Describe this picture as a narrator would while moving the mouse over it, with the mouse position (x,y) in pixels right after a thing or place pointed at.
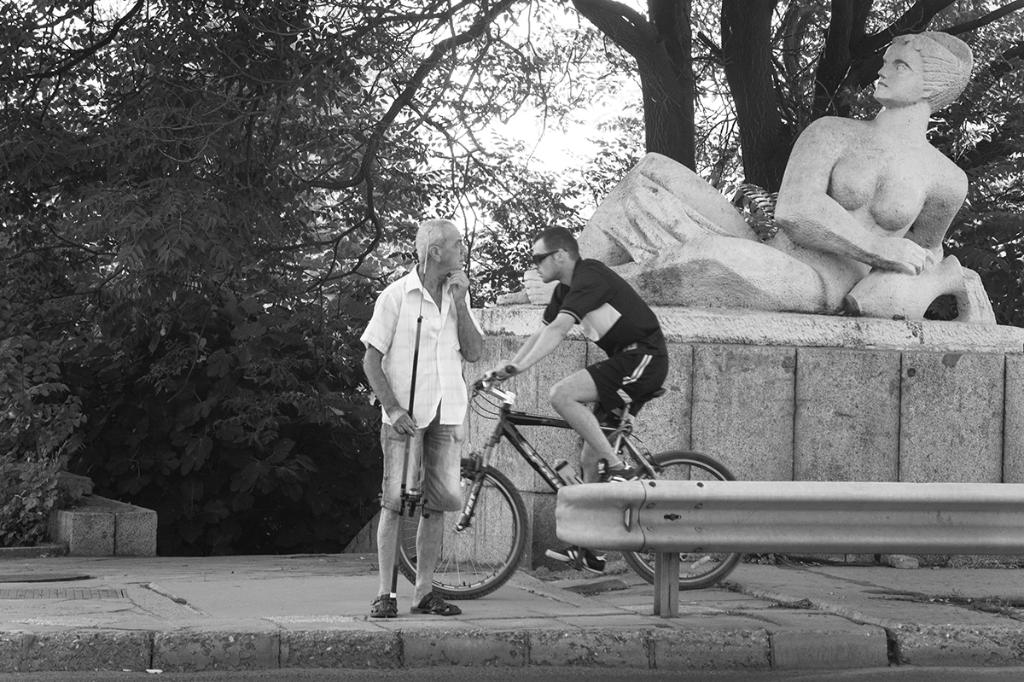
In this image i can see a statue (827,291), a man (436,410) and another man (549,308) is riding a bicycle (536,465).
